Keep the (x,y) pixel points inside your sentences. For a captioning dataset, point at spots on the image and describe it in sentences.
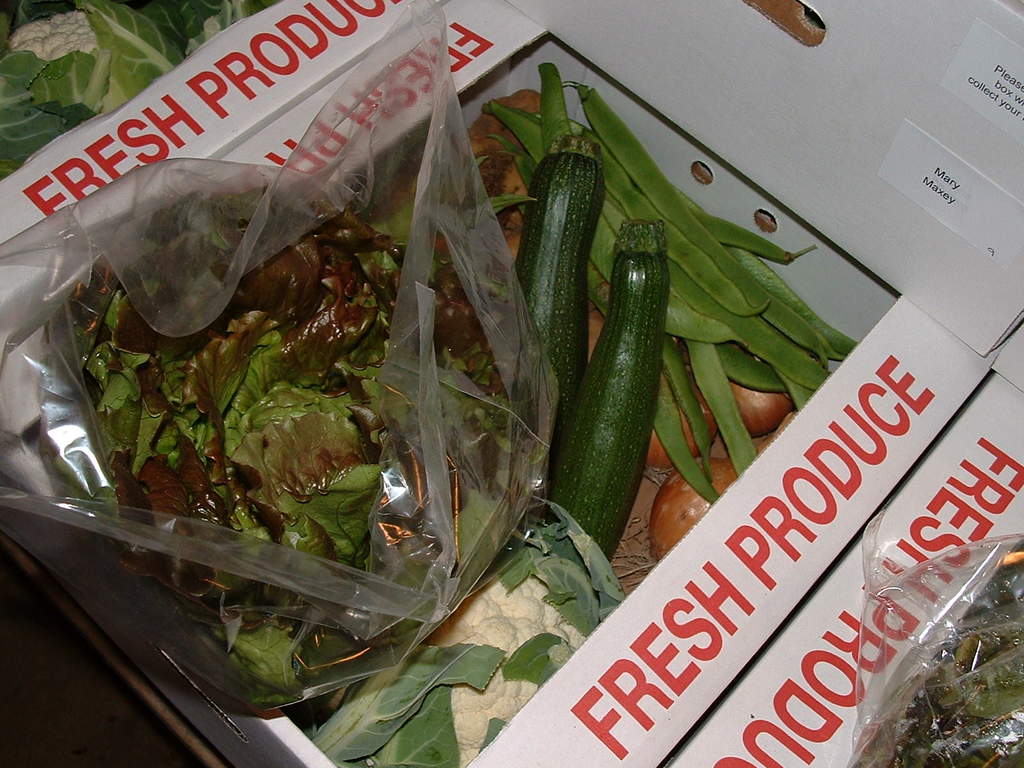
In this image we can see leafy vegetables (340,501) kept in the cover (409,525), cauliflower (439,662), beans (712,281), onions (705,397) and some vegetables (594,391) are kept in the box (240,118). We can see some text (446,54) on the box (226,127). Here we can see few more vegetables (963,630) kept in the cover (894,590) and we can see cauliflowers (75,66) here.
